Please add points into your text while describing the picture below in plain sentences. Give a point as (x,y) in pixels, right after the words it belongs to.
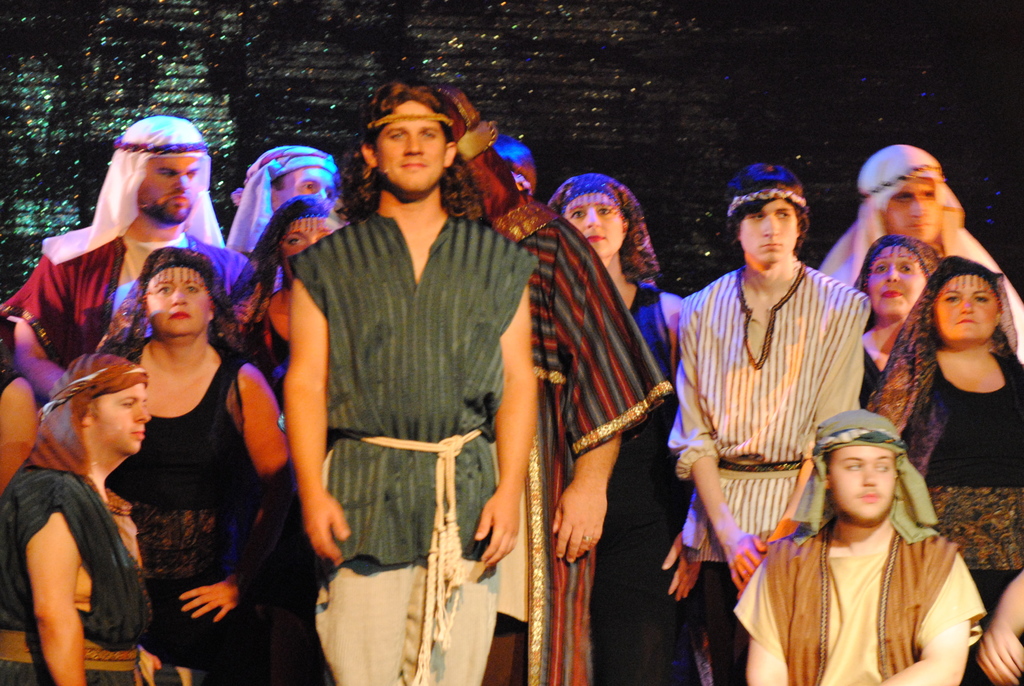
In this picture, we see the group of people (600,360) are standing. They are posing for the photo. They might be performing. In the background (307,100), we see a sheet (383,40) in green and black color. This picture might be clicked in the dark.
